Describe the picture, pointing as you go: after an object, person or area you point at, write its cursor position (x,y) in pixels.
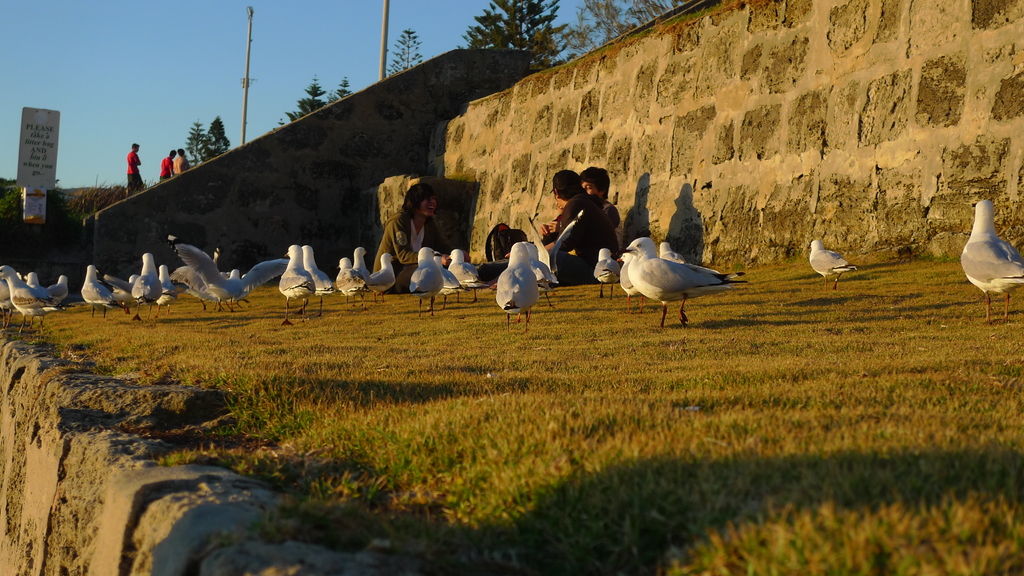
In this image I can see the birds (343,284) which are in white color. These are on the ground (464,366). To the side I can see the three people (593,227) with different color dresses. To the side of people (559,194) I can see the wall (643,125). In the background (43,192) I can see the board (40,175), few more people (178,160), poles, many trees (219,125) and the sky (194,55).
